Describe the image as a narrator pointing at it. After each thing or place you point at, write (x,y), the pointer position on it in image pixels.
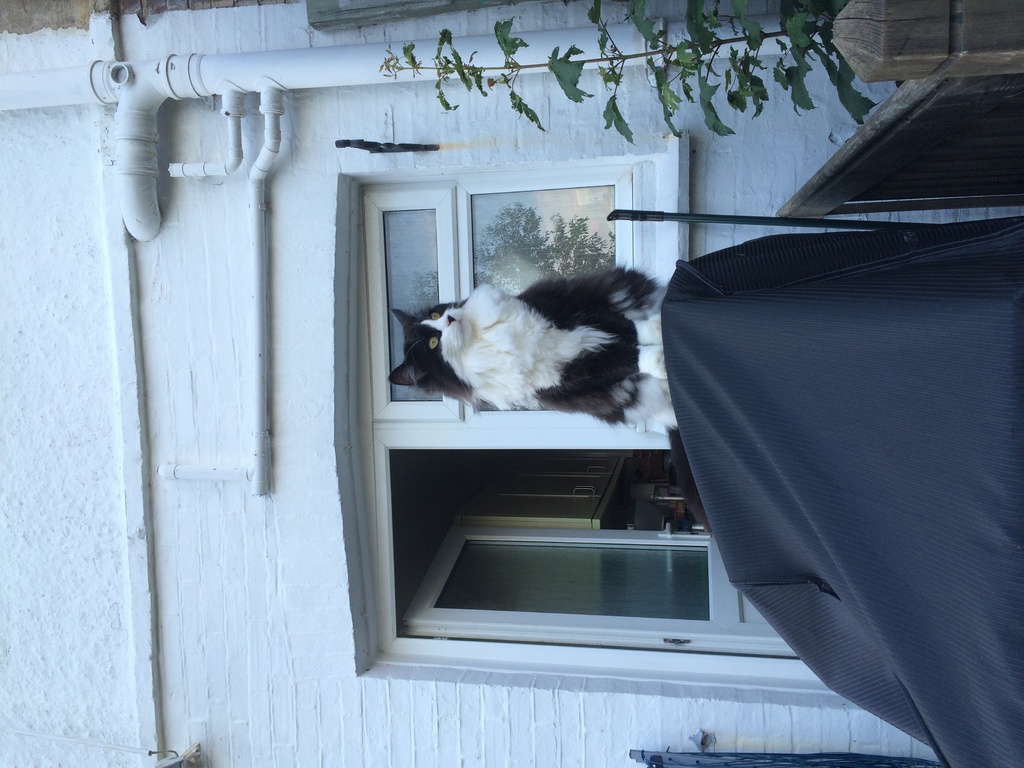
In this image in the front (841,425) there is an object (875,475) which is black in colour. In the center (550,350) there is a cat (505,352) and there are windows (492,409) and on the top (346,66) there is a pipe (293,57) and there is a plant (617,59) and there is a wall (9,284) which is white in colour.
